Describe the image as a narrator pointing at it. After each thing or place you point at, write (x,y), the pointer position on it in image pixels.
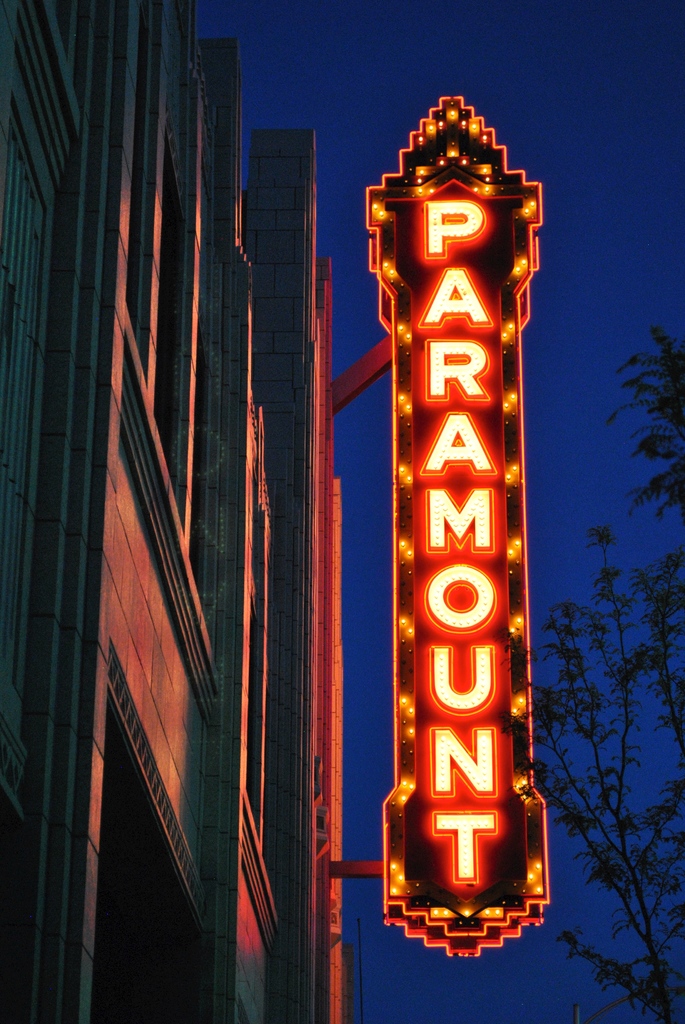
In this image I can see the building (135,381). To the building (144,435) there is a board (444,494) and the name paramount (448,551) is written on it. And it is with lights (394,386). In the back (341,31) I can see the trees (668,405) and the sky (460,48).
